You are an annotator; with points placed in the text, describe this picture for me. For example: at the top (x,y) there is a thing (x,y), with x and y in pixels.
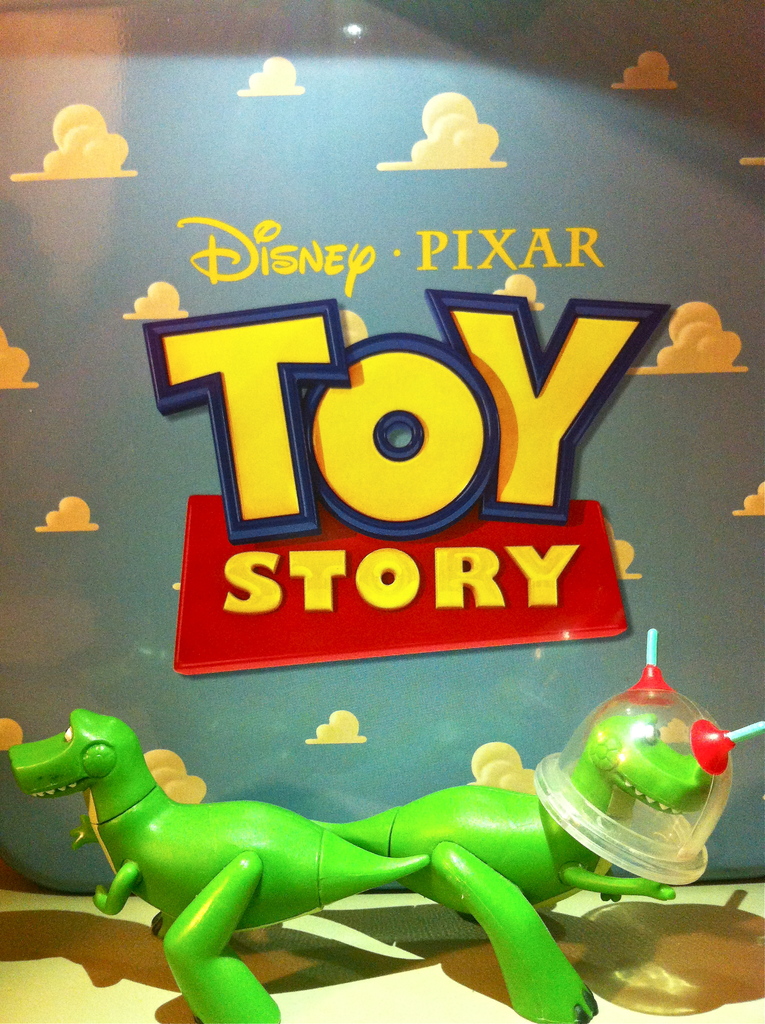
Here we can see toys (161,927). Background (118,349) there is a hoarding (332,454).
